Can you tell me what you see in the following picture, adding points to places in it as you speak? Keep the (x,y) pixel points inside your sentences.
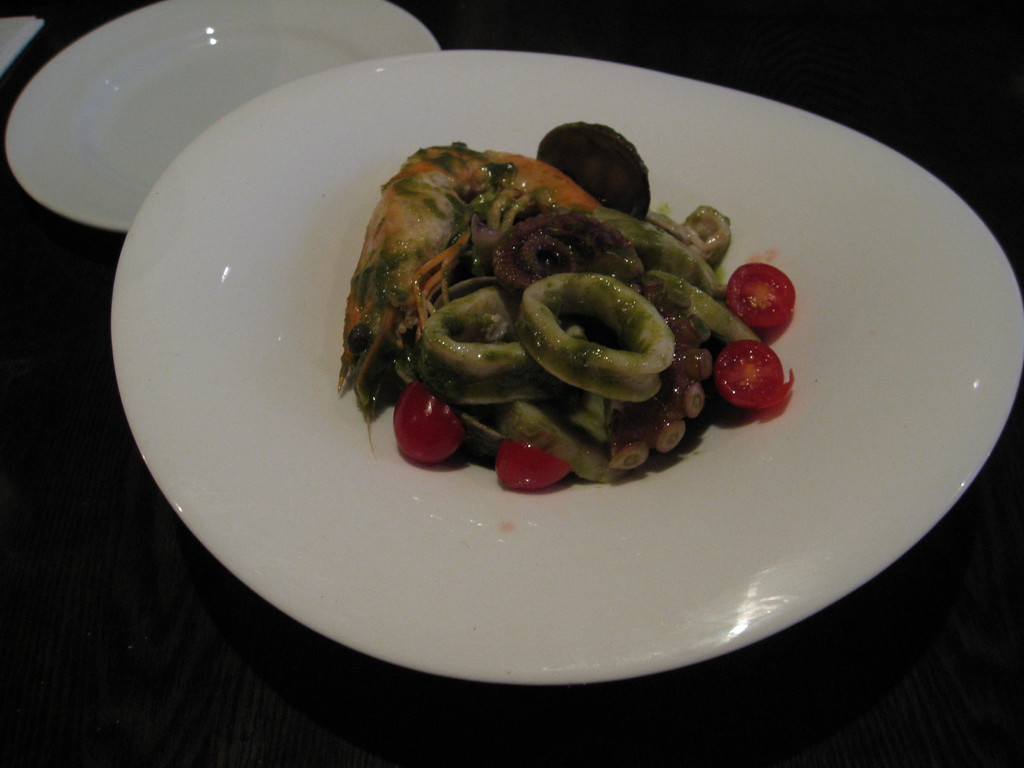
Here in this picture we can see shrimp (408,207) and other vegetables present on a plate (579,515), which is present on the table (103,521) and beside that also we can see another plate (157,59) present.
